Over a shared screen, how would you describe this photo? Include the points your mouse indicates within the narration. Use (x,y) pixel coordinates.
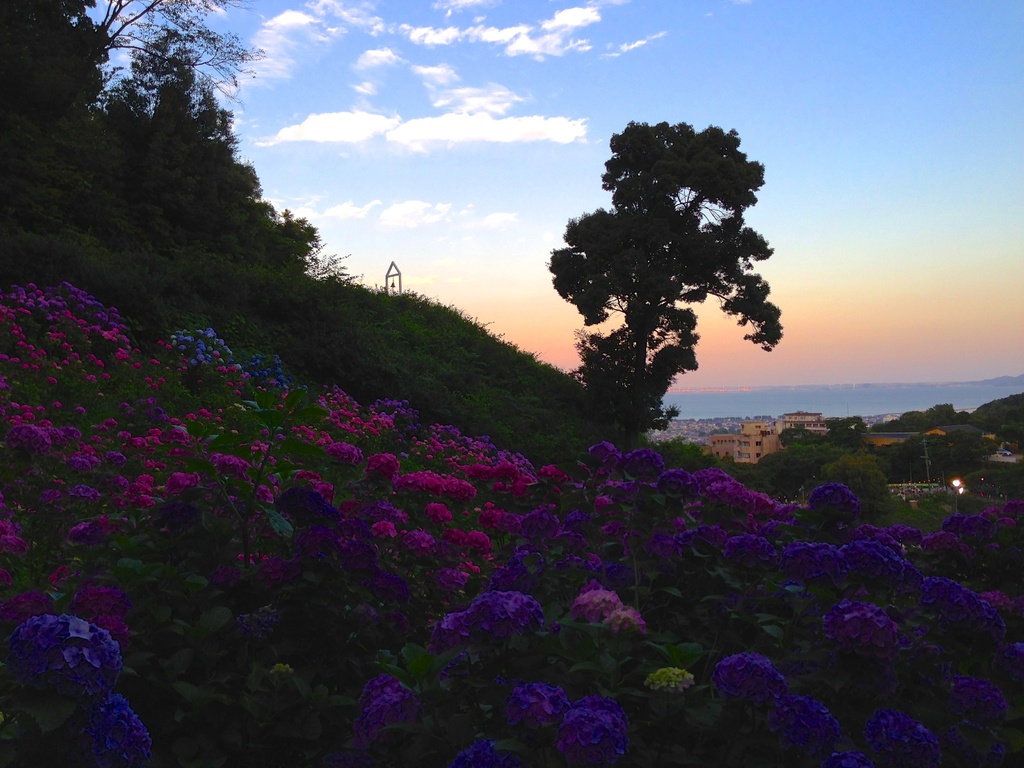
In the foreground of the picture (1011,632) I can see the flowering plants (870,652) and I can see the flowers (356,418) of different colors. In the background (701,450), I can see the buildings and trees (621,358). There are clouds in the sky (470,295).
